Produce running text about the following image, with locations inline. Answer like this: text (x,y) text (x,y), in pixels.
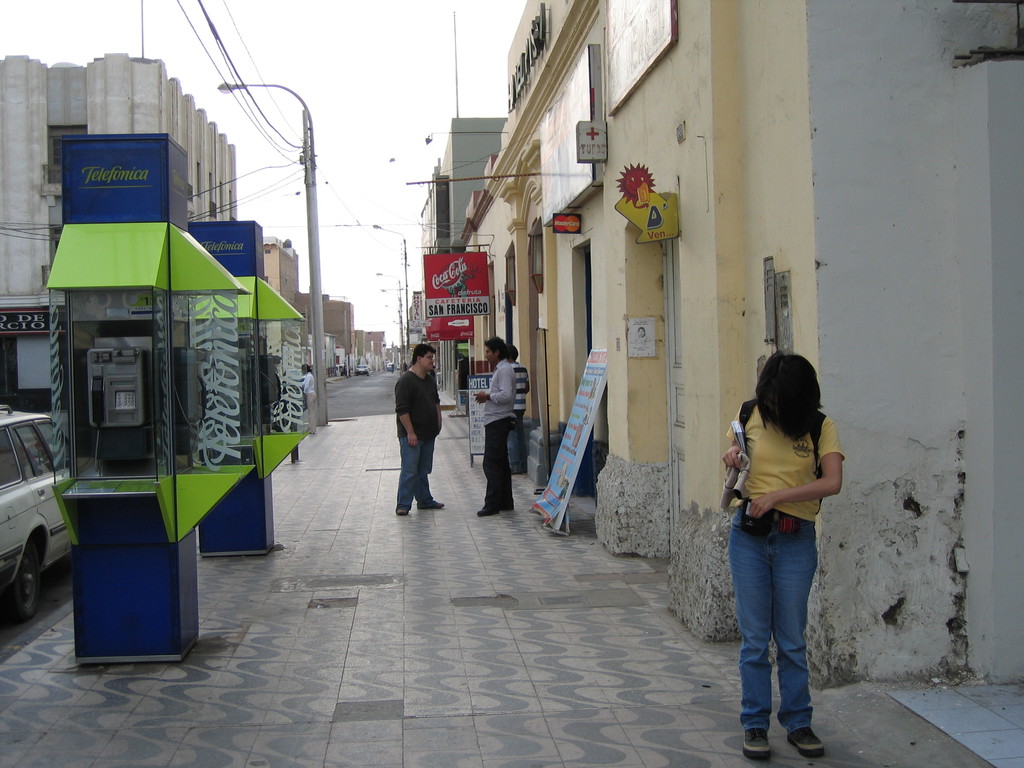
In this picture, on the right side (770,675), we can see people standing on the footpath (414,511) in front of the buildings (673,215). On the left side (62,481), we can see public telephone booths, light poles (301,97), wires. We can also see vehicles (16,521) on the road (47,596) and buildings (155,66) on the left side (108,81).
